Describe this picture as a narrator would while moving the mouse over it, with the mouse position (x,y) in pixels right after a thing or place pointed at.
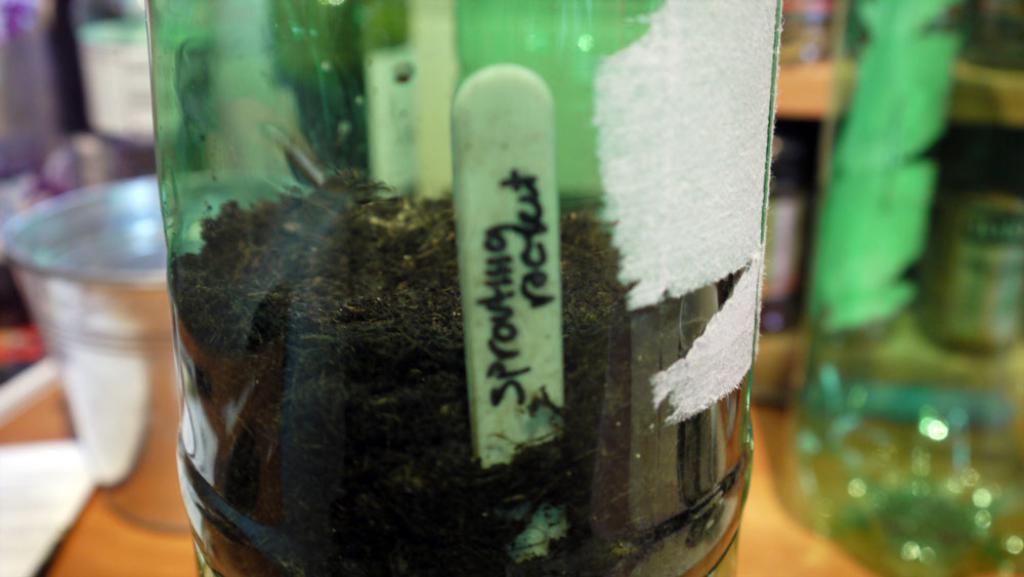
Bottle (634,133) wooden stick (504,176) in it.
